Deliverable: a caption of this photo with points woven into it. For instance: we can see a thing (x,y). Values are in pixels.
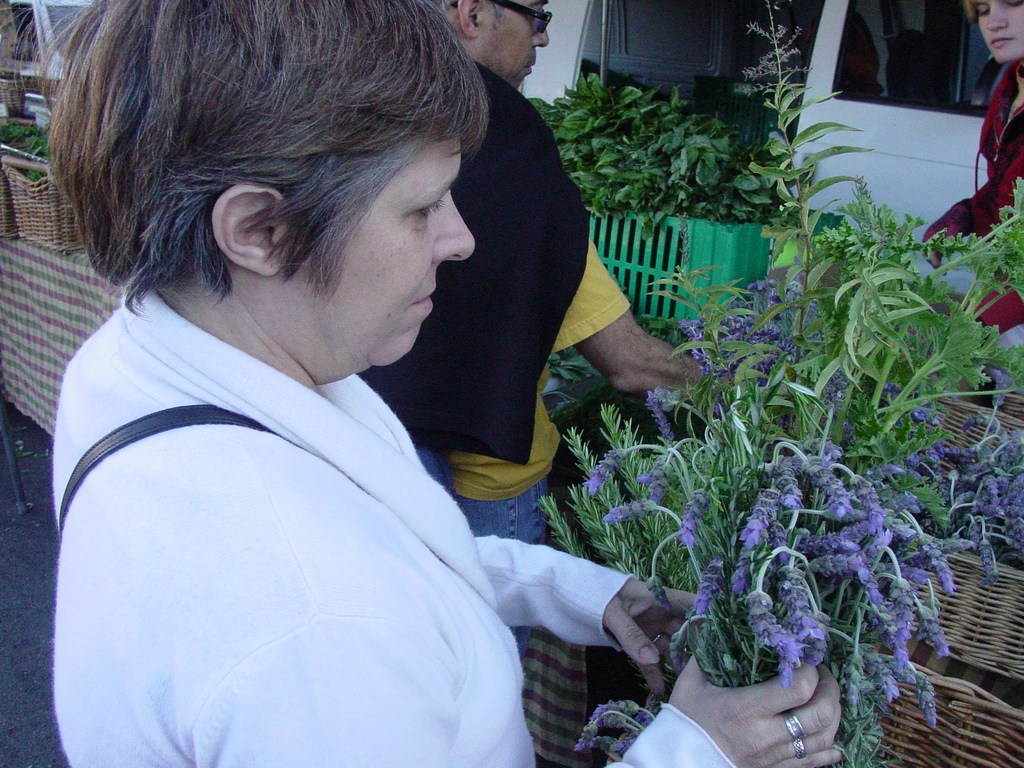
In this image I can see a woman (292,562) wearing white dress (278,628) is standing and holding a plant (806,619) in her hand (807,679) which has violet colored flowers (803,576). In the background (508,451) I can see 2 other persons (520,442) standing, few plants (877,311) in the wooden baskets (974,582) and a basket (675,235) which is green in color and I can see a white colored object (891,145).
